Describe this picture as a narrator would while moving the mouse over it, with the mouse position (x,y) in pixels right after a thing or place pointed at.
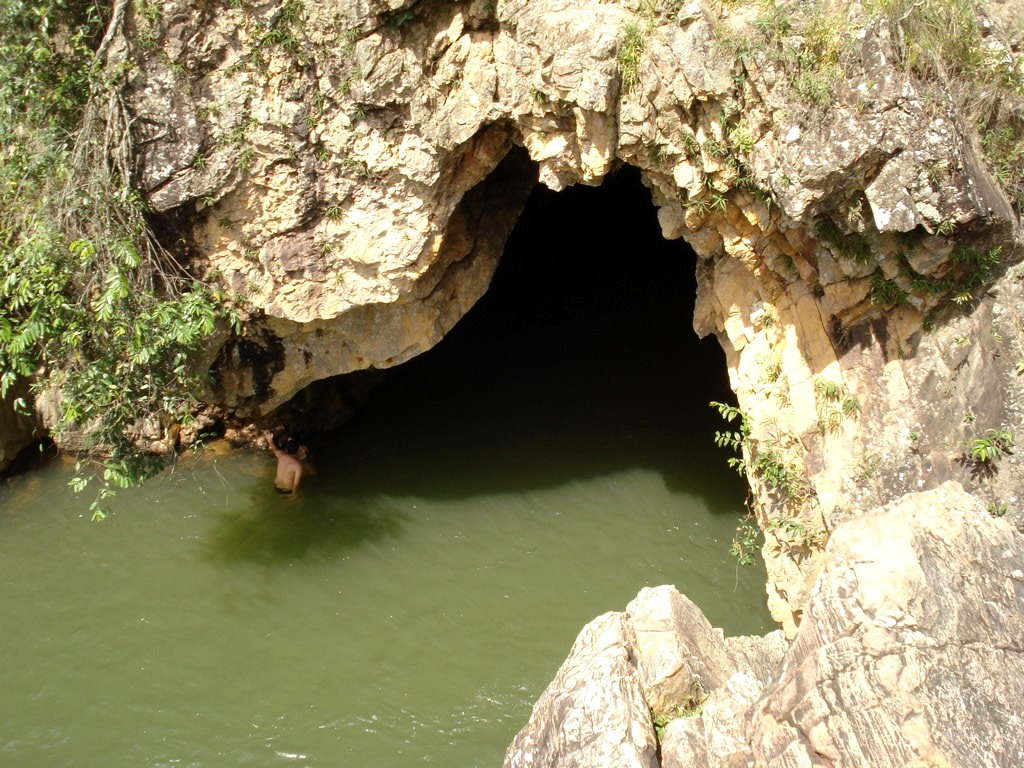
In this image I can see the water (432,614) in green color. To the side I can see the rock (797,355) and the plants (105,57).
